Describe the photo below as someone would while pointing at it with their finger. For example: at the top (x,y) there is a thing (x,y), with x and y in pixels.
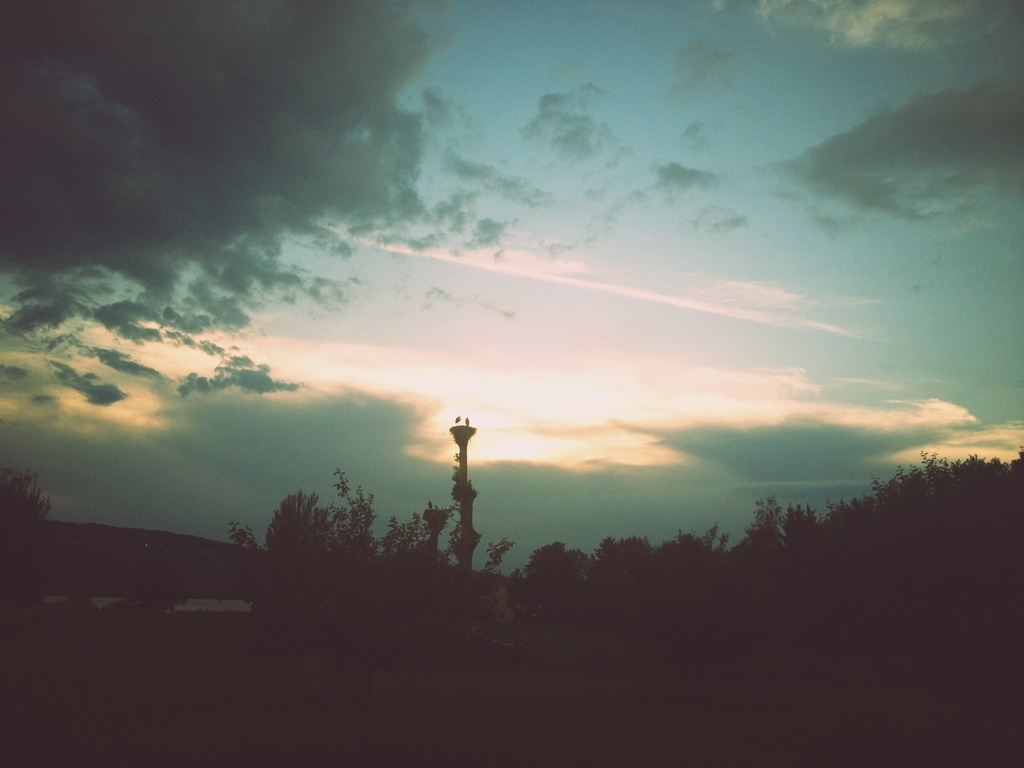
In the center of the image (473,493) we can see a tower (460,527). In the background of the image (555,619) we can see the trees (285,567), mountains (151,560). At the top of the image (640,95) we can see the clouds (80,461) are present in the sky (609,331). At the bottom (419,756), the image is dark.
